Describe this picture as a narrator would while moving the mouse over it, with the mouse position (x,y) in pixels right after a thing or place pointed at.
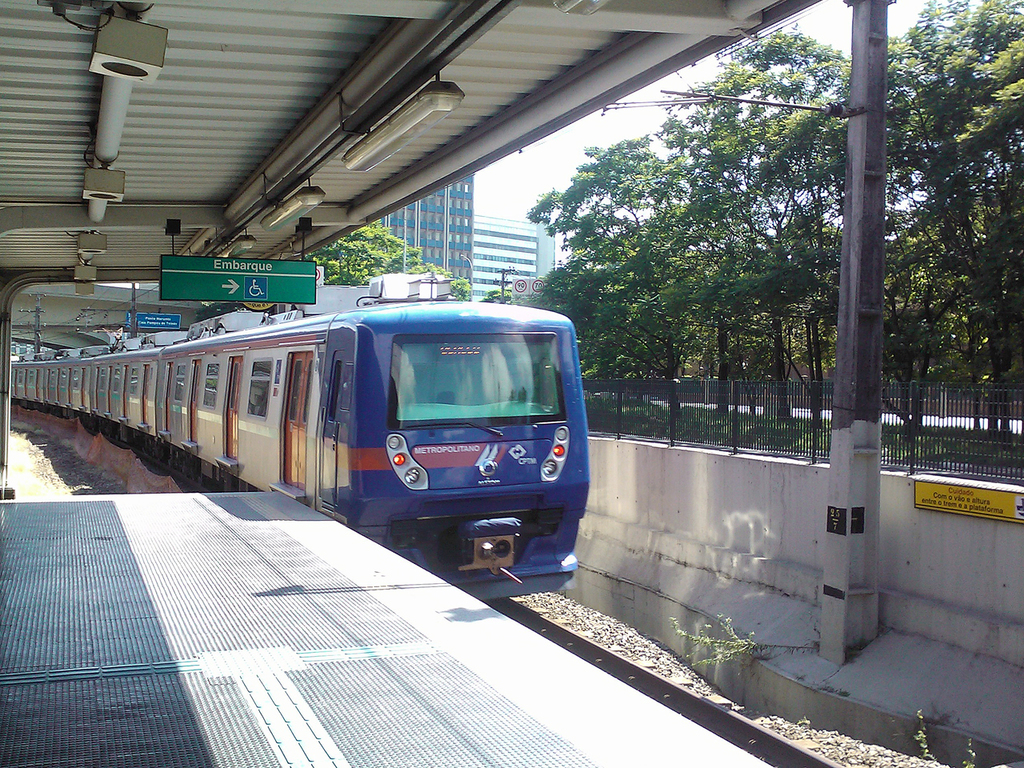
There is a platform (339,646) at the bottom of this image (332,685). We can see a train (186,386) in the middle of this image (363,350). We can see a fence (709,445), trees (646,328) and buildings (448,258) in the background (628,289). There is a pole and the roof (509,71) is at the top of this image (867,178).
